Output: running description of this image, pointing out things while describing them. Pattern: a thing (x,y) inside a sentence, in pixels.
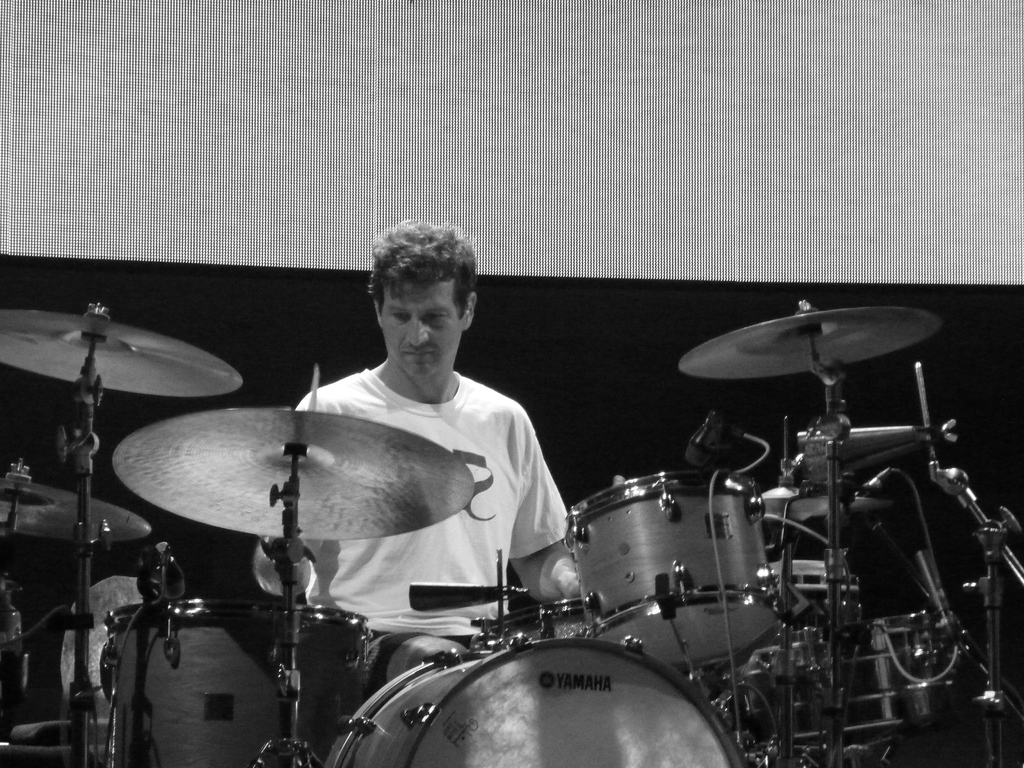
In this image we can see black and white picture of a person (560,564) holding sticks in his hands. In the foreground of the image (24,650) we can see some musical instruments (878,644) and a microphone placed on stands (986,539). At the top of the image (384,124) we can see the screen (858,232).
